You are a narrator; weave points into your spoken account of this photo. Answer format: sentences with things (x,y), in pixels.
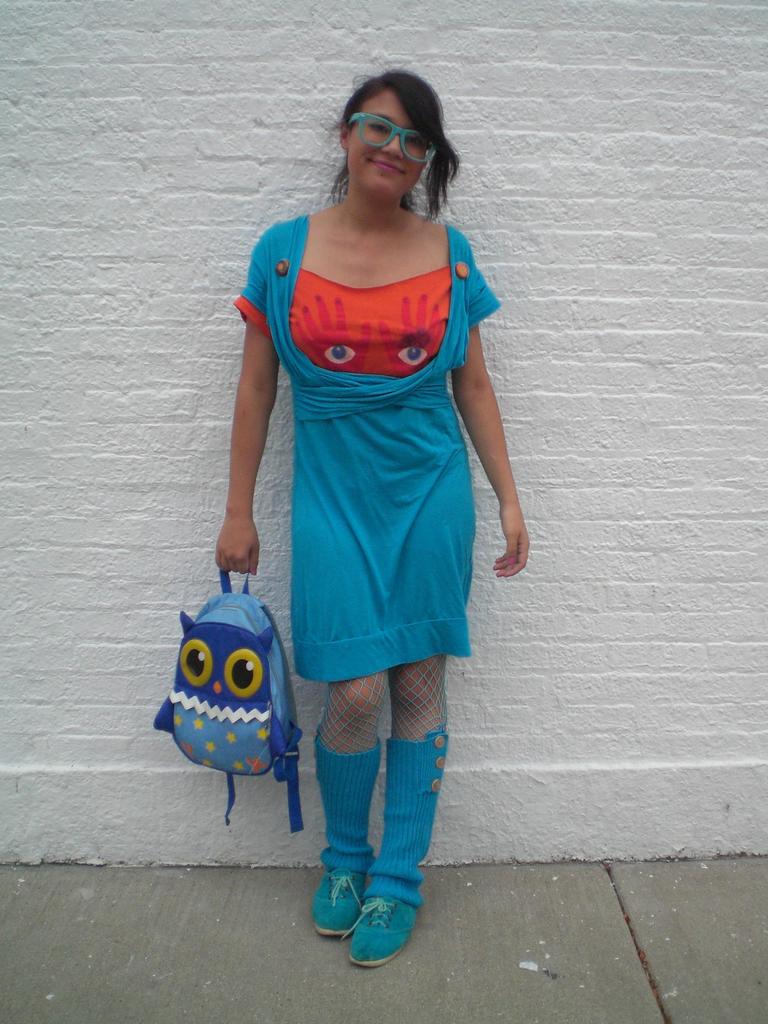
Here in this picture we can see a woman (371,395) standing over a place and we can see she is wearing spectacles (375,130) and smiling and she is holding a bag (248,593) in her hand (231,550).
